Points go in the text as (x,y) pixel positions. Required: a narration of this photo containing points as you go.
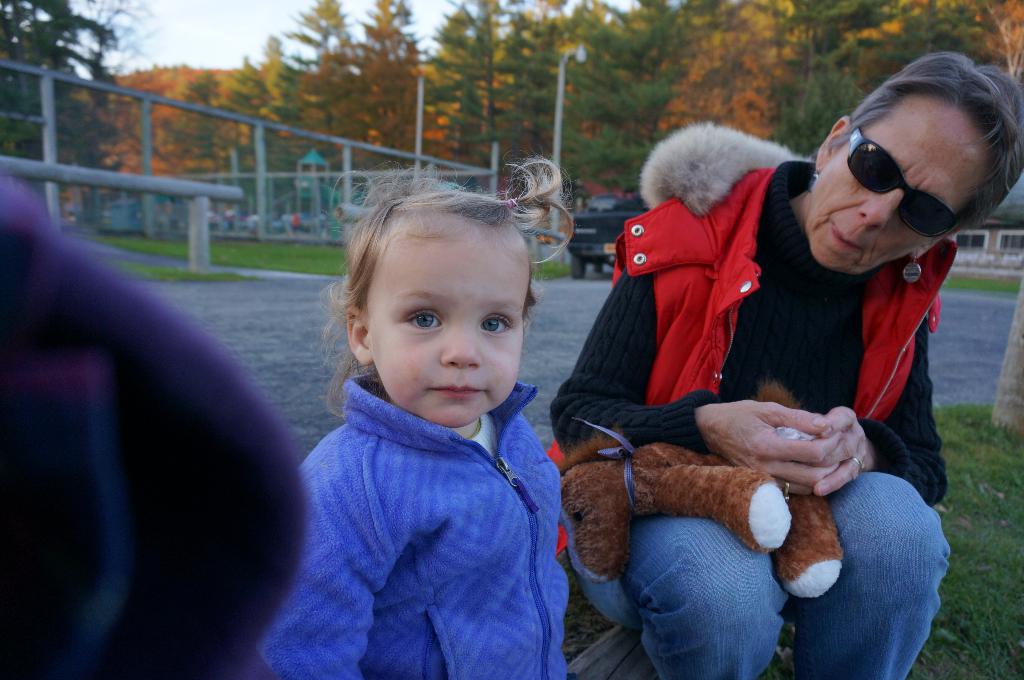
In this picture we can see a woman (876,659) wearing a jacket (709,329), goggles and sitting on the grass (577,587) with a toy (702,507) on her and beside her we can see a child (383,544) and at the back of her we can see a vehicle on the road (540,331), fences (168,190), poles (259,199) and some objects (310,172) and in the background (200,48) we can see the sky (253,27).
